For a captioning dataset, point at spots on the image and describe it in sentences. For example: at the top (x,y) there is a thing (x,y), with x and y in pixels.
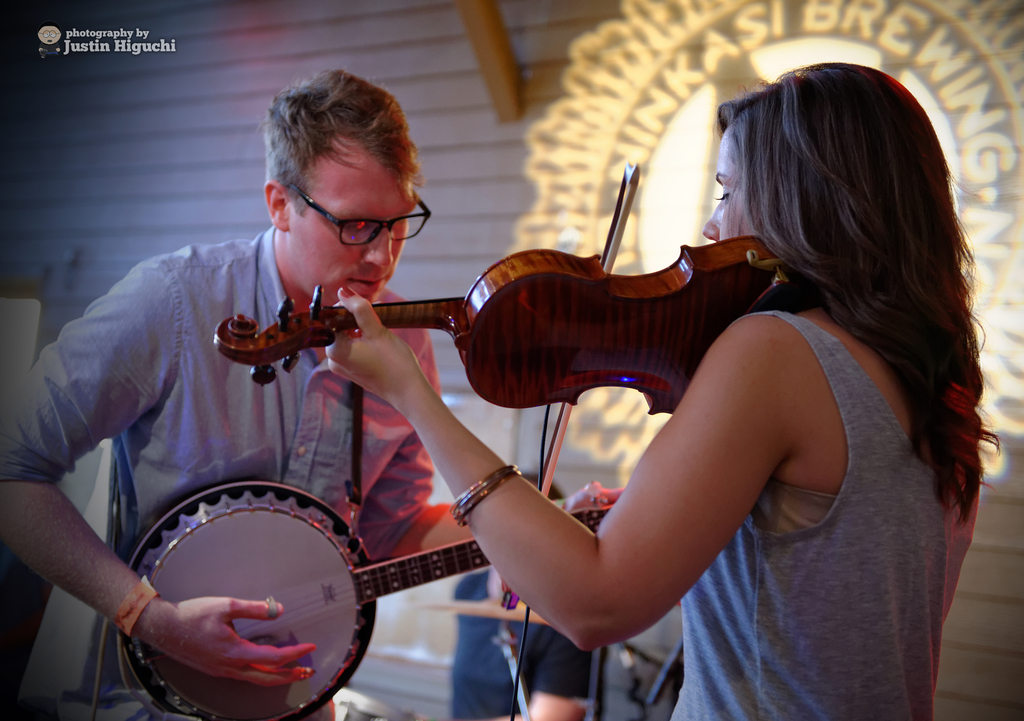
In this image on the right (719,492) there is a woman (728,506) she is playing violin (655,289) her hair (833,271) is long. On the left (246,432) there is a man (246,432) he is playing banjo (211,593) he wears shirt (247,467) and spectacles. In the background (541,645) there is a man (500,673) and wall (222,99).
